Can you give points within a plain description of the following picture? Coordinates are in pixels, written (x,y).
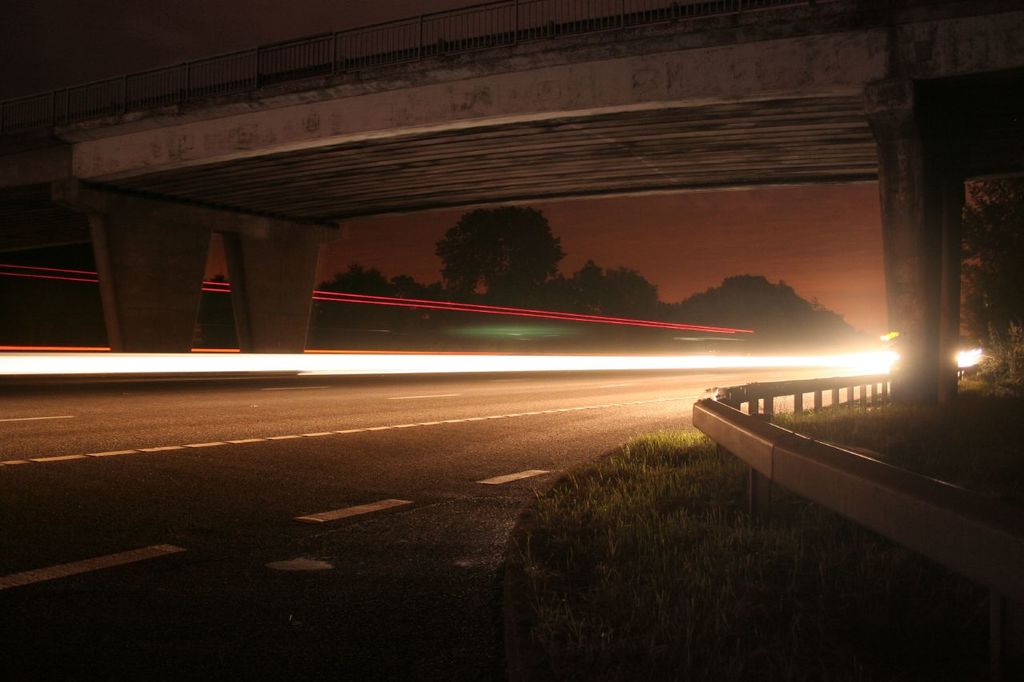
In this picture we can see the road (467,496), grass (686,508), fence (821,389), bridge (207,223), trees (597,297), lights (578,368) and in the background (802,222) we can see the sky (179,49).
